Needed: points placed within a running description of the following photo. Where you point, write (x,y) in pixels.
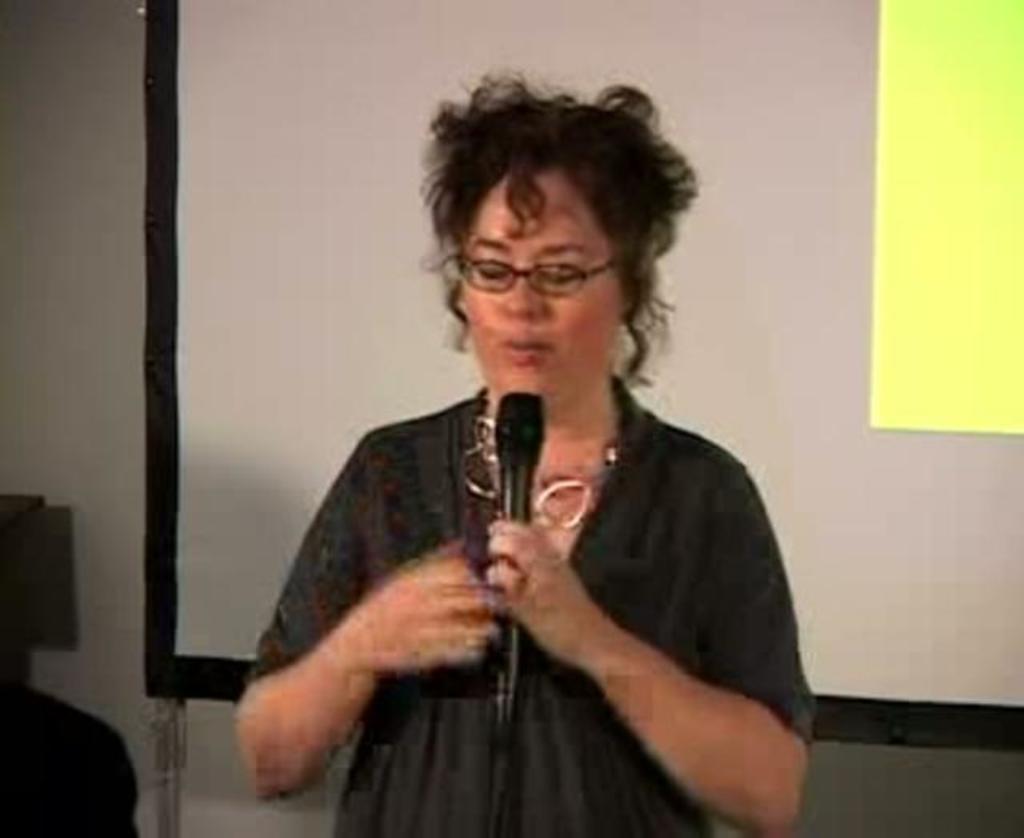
Here in this picture we can see a woman (531,330) standing over a place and we can see she is wearing spectacles (564,279) and speaking something in the microphone (508,431) present in her hand (476,661) and behind her we can see a projector screen (185,47) with something projected on it.
